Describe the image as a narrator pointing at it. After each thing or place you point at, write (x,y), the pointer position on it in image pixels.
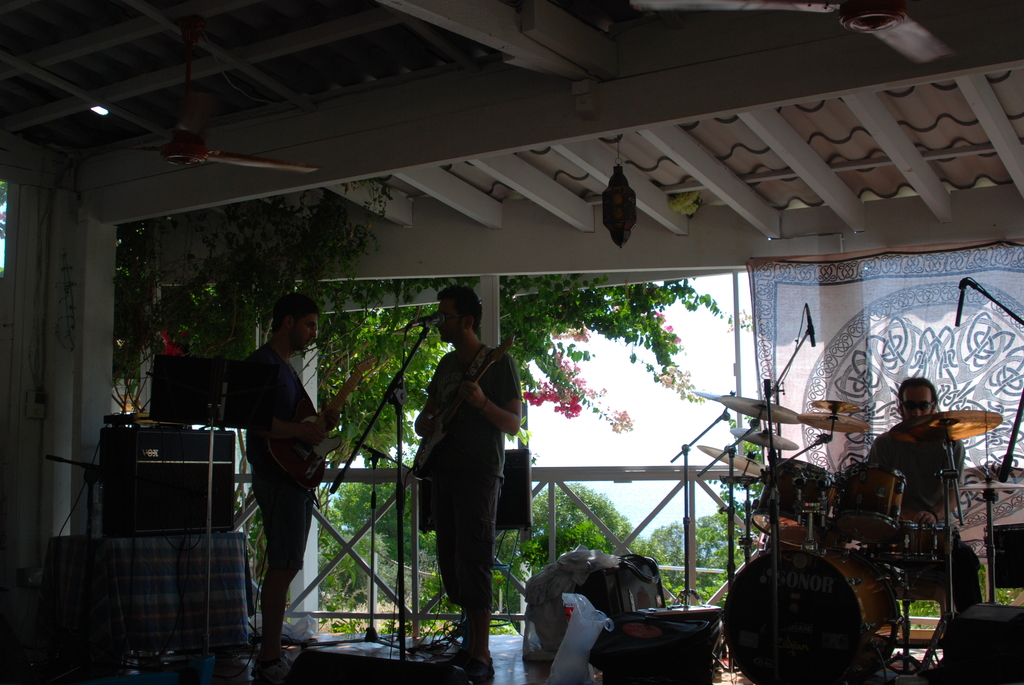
In this image, we can see two people (272,475) playing guitar (428,470) and on the right (918,496), there is a person (936,472) sitting and we can see musical instruments (794,504). In the background (584,350), there are trees (715,545), fence (358,568) and to the top (200,137), we can see a fan (232,158) attached to roof (601,42).
